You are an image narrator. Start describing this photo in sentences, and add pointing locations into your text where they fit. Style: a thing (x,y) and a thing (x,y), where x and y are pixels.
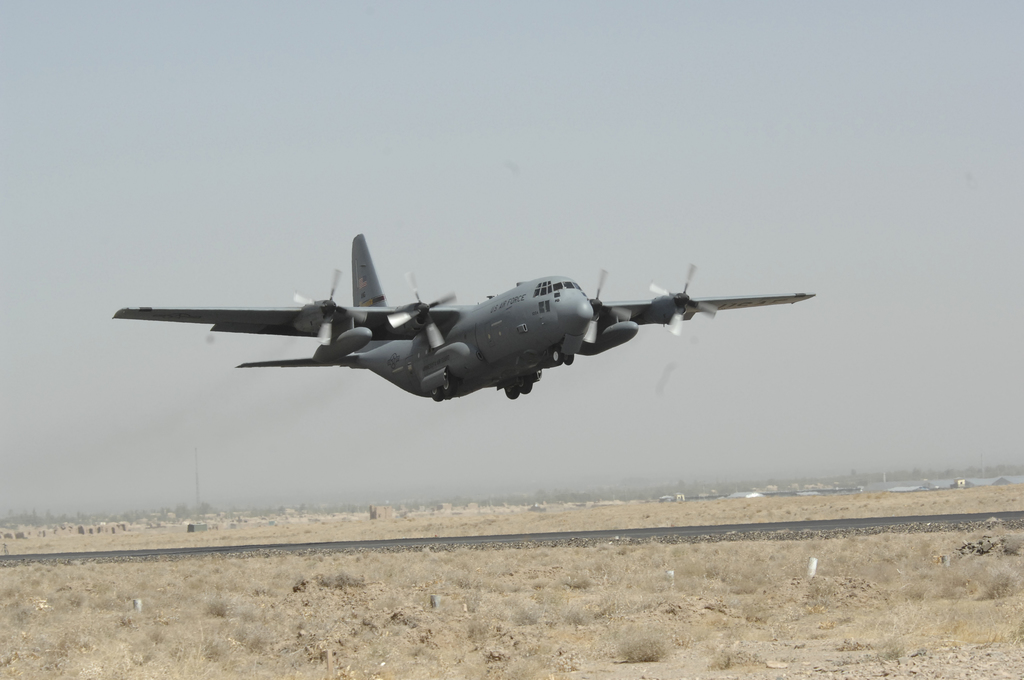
In this picture I can see an aircraft (300,316) flying, there is grass (979,612), and in the background (537,251) there is the sky (537,251).
